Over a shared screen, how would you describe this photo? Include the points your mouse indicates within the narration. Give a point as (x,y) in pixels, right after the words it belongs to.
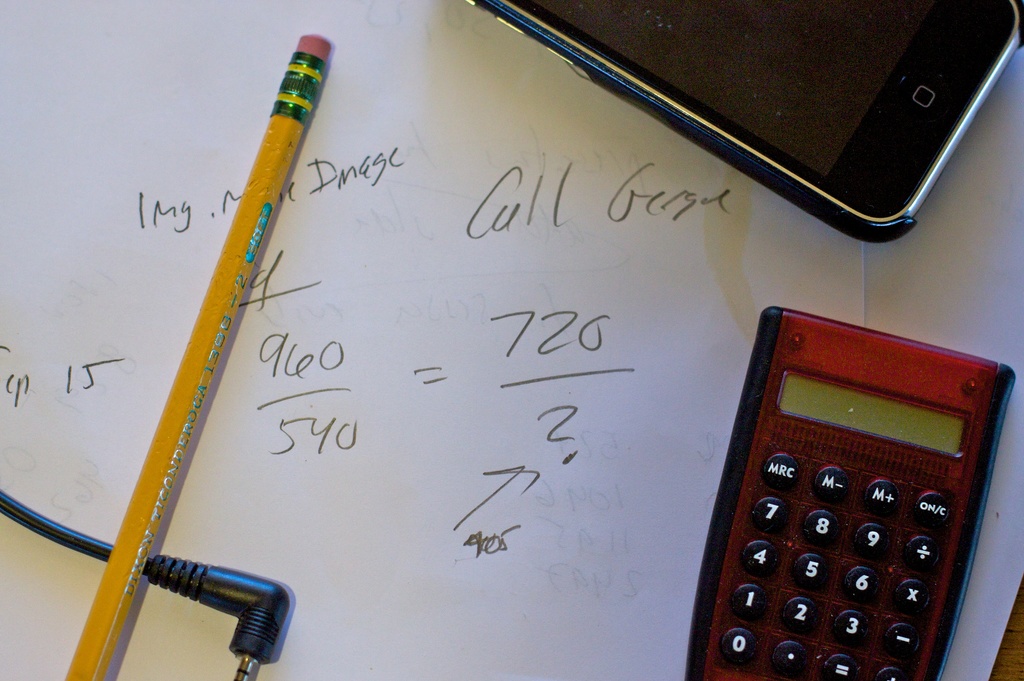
In the given image i can see a pencil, paper (345,612), wire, mobile phone (737,14) and calculator (758,484).
